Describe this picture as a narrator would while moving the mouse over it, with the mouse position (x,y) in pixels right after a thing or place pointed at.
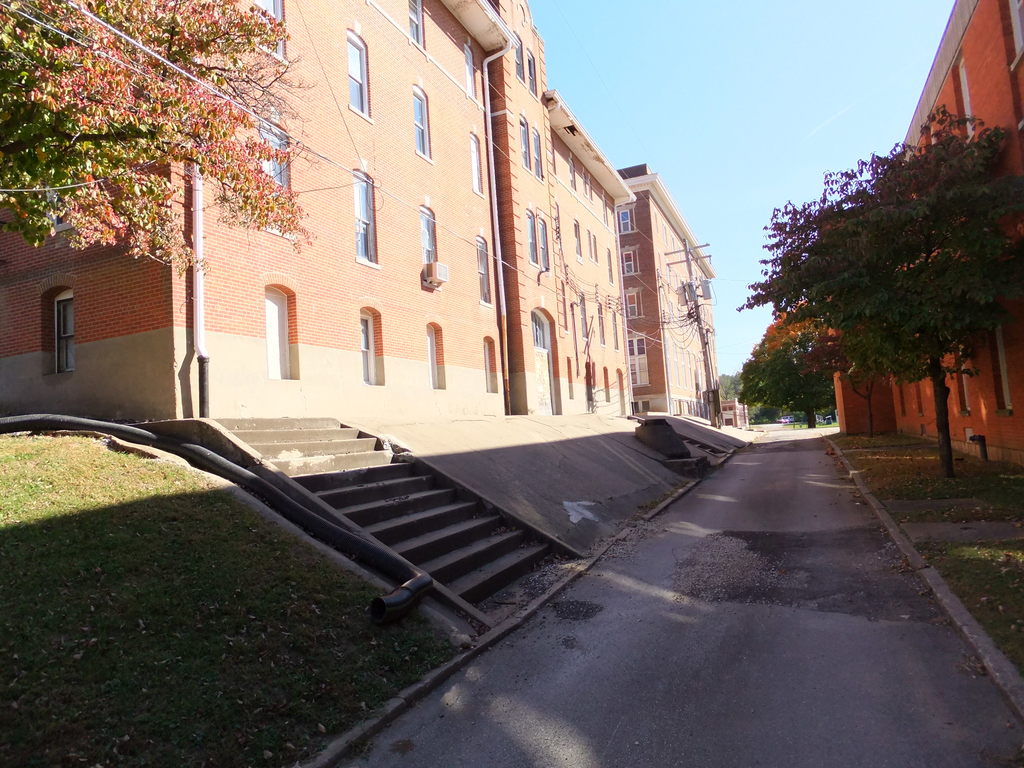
In this picture we can see buildings (656,290), on the right side (785,285) and left side (259,689) we can see trees (914,340) and grass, we can also see a pipe (129,432) on the left side (146,443), there is the sky (751,70) at the top of the picture (765,56), we can see windows (646,349) of these buildings (571,253), there are some stairs (459,537) in the middle (387,487).
